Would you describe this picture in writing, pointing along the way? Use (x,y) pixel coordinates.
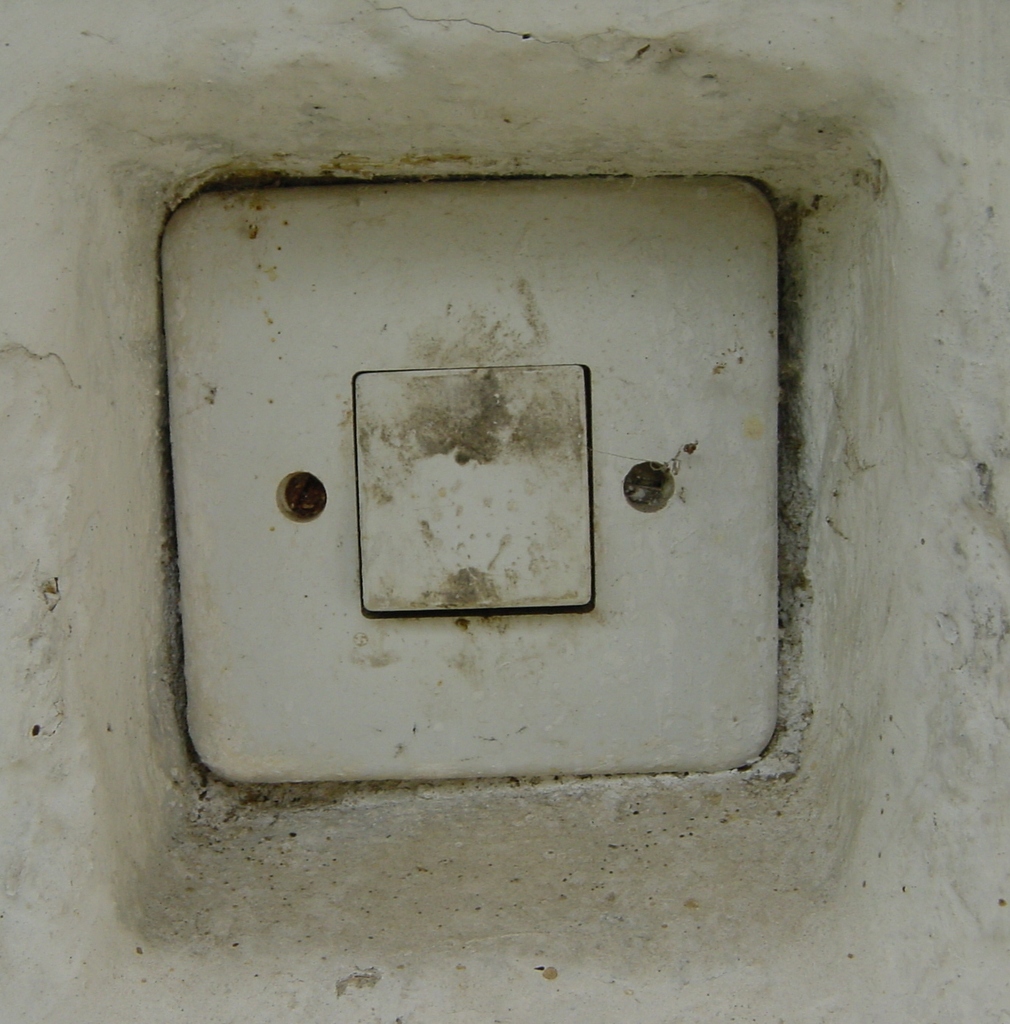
In this image we can see that there is a switch (368,467) in the middle (416,501). Beside the switch (424,477) there are two screws (646,483).
